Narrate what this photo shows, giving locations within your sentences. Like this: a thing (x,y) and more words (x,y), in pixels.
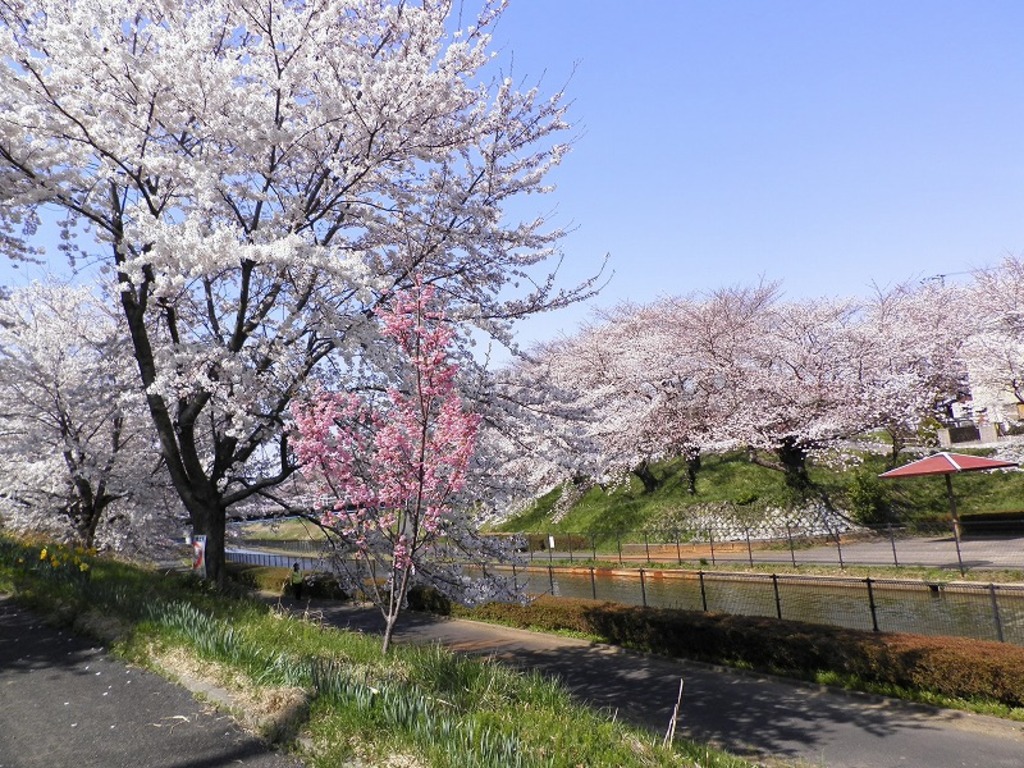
In this image we can see plants (509,457), grass (610,734), flowers (446,495), fence (964,630) and in the background (684,194) we can see the sky (767,179).
